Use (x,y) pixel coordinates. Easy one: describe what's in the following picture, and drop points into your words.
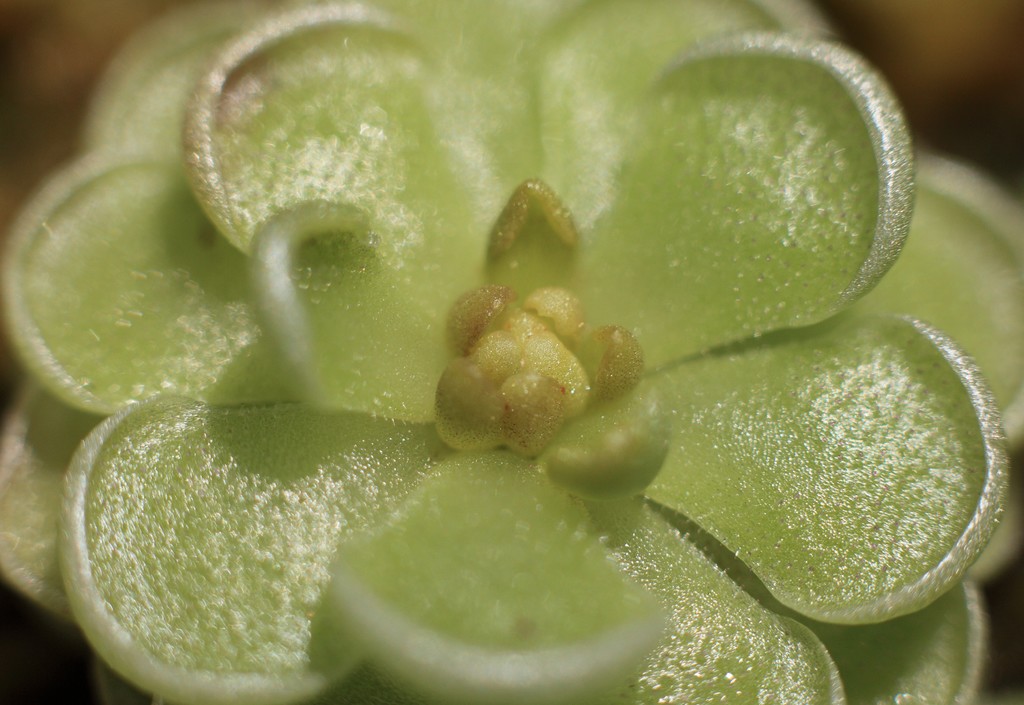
In this image I can see there is a green color flower (313,482) and it has green petals (473,37).
